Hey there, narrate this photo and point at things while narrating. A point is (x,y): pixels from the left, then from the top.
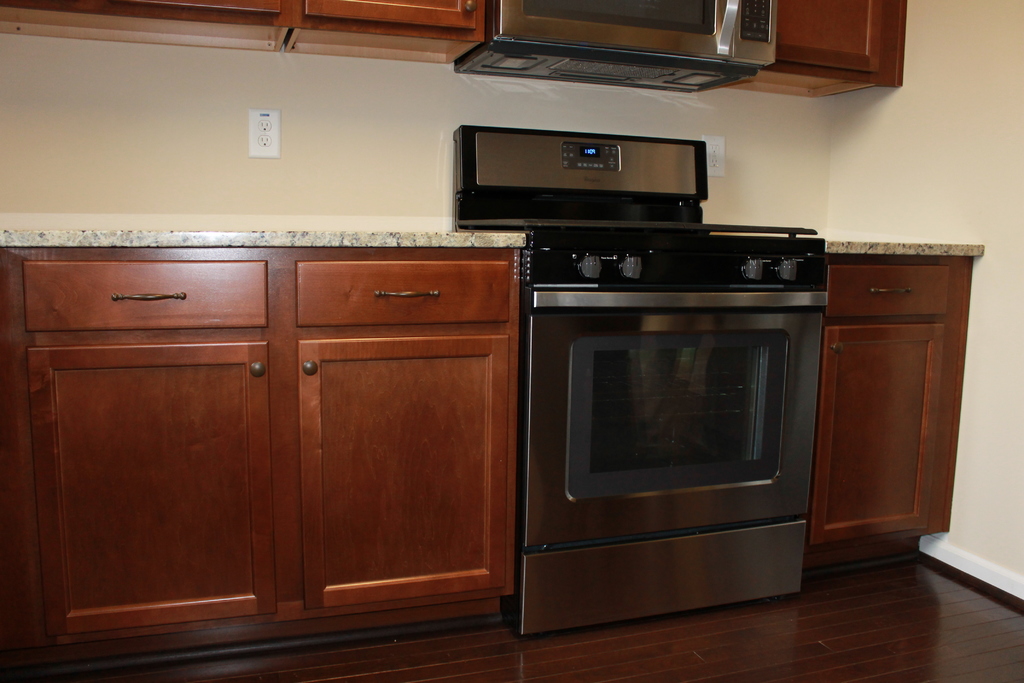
Here in this picture, in the middle (560,235) we can see a stove (600,194) and an oven (530,602) present on the floor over there and beside that on either side we can see counter top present and below that we can see drawers (300,322) and cupboards (238,398) present and at the top (515,7) we can see a microwave oven (519,62) present and beside that we can see cup boards (232,1) present over there.
